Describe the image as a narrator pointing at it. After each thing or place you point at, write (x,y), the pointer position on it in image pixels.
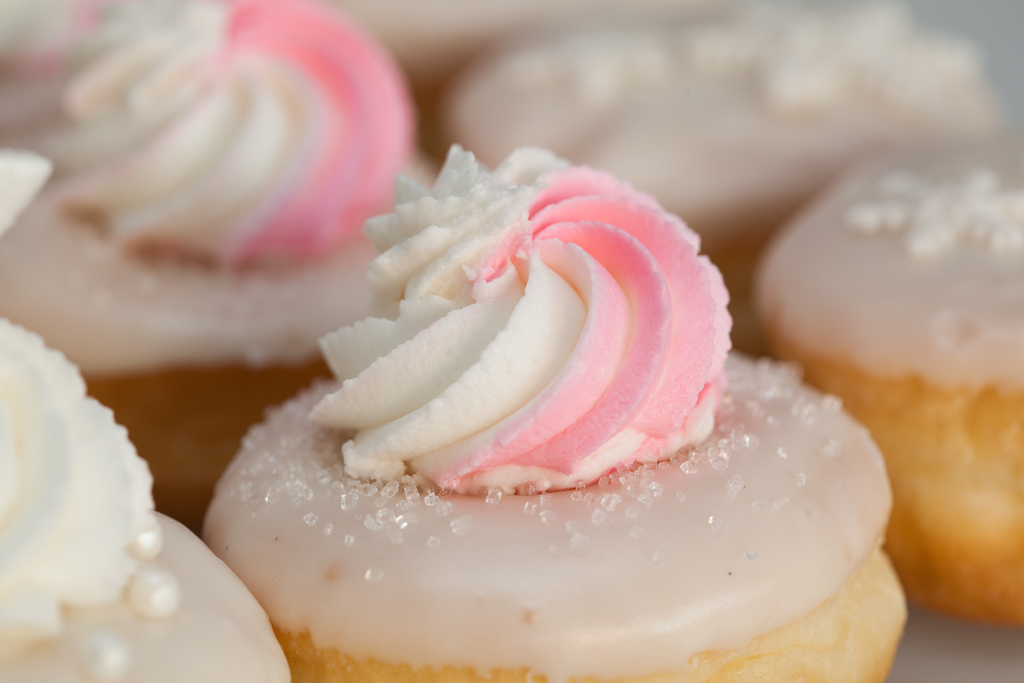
In this picture we can see food (523,231) and blurry background (759,132).
